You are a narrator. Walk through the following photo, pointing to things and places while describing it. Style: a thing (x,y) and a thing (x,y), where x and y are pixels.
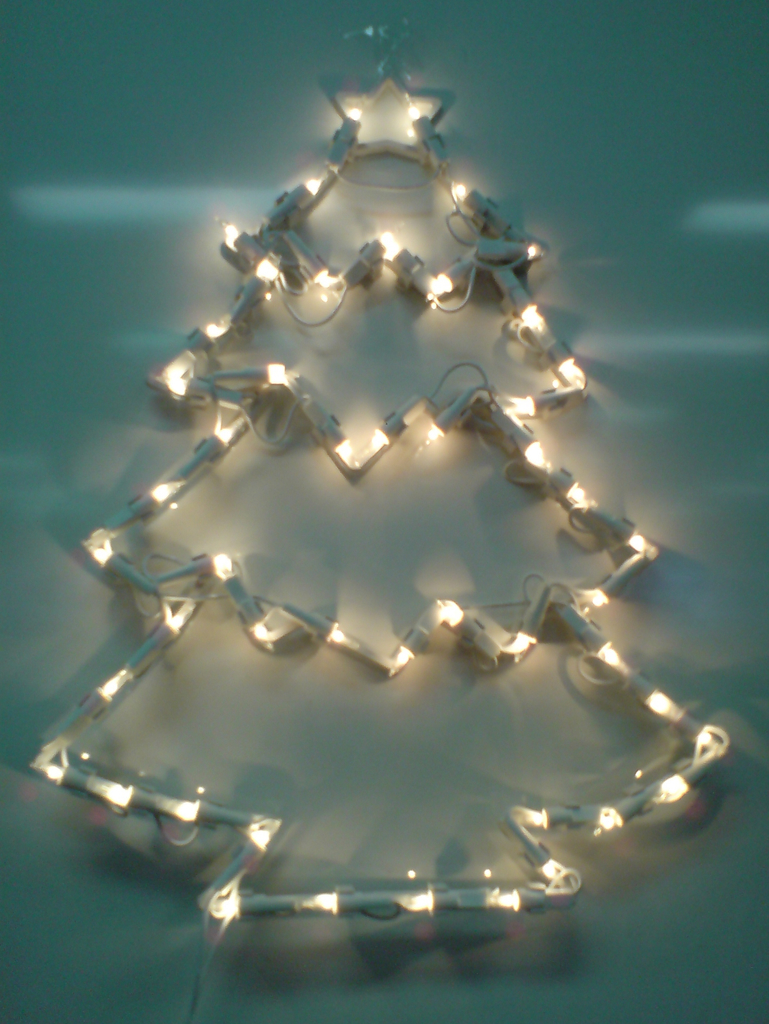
In this picture, I can see structure (354,131) of a Christmas tree (387,109) with lighting (314,632) on the wall (415,303).
